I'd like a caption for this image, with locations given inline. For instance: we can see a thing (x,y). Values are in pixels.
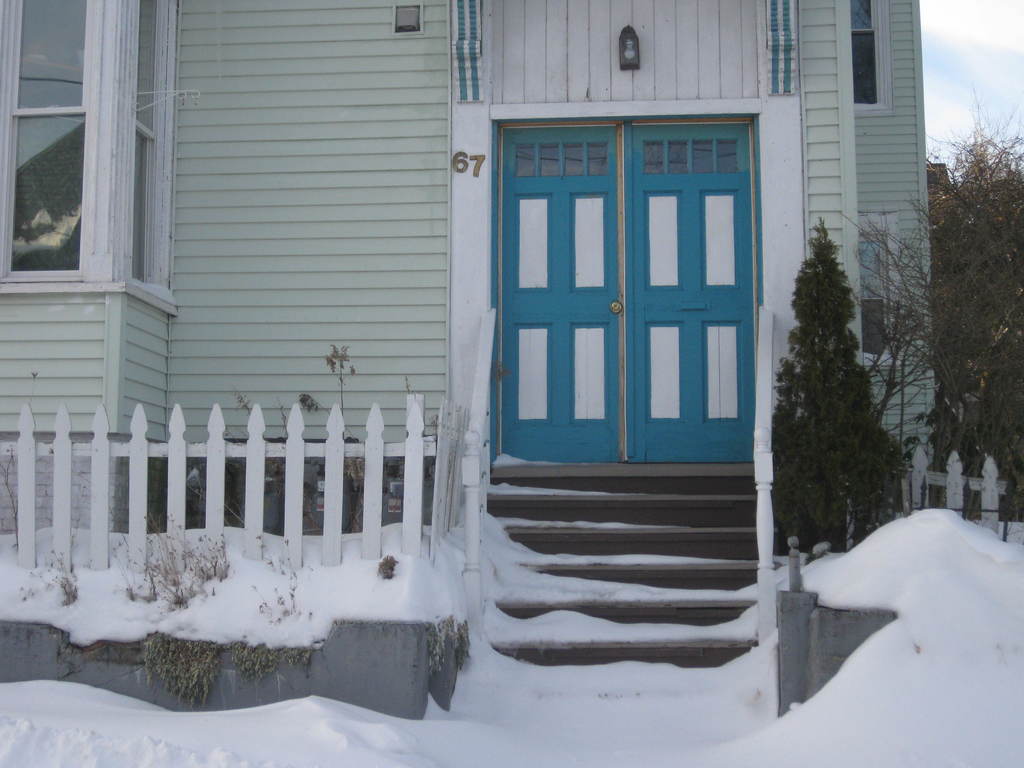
In this image we can see a building (878,211) with a door (670,332) and staircase (646,593). On the left side of the image (332,482) we can see a fence (249,482), window (23,189). On the right side (888,346), we can see a group of trees (888,346) and in the background (932,90) we can see the sky (957,79).
